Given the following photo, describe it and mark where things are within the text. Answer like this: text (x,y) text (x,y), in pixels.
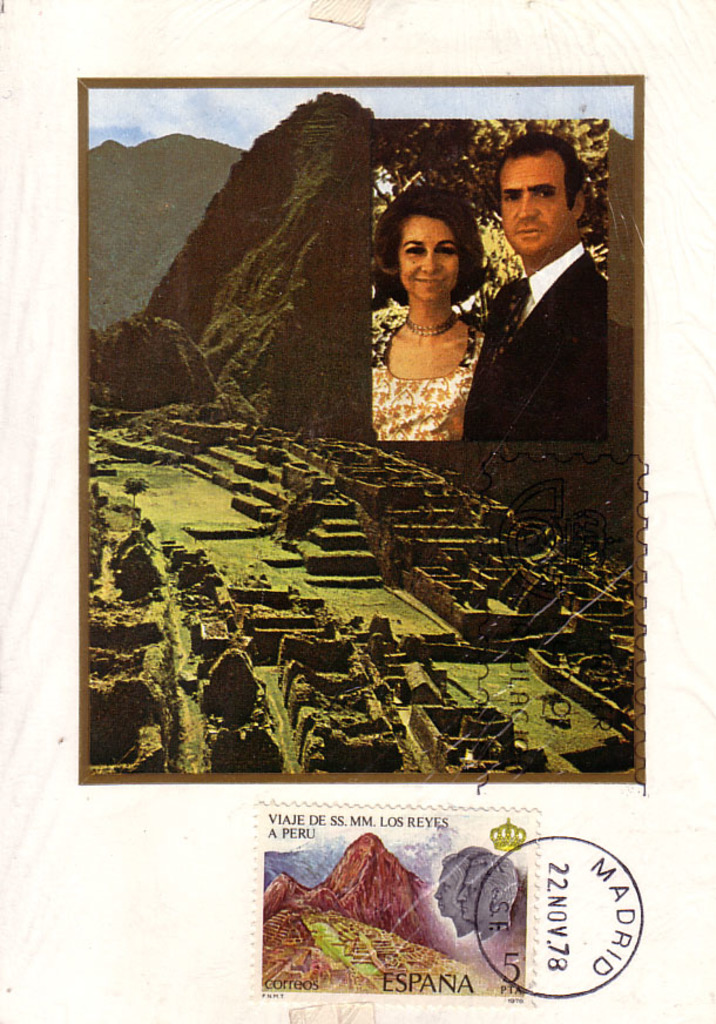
In this image I can see the collage image and I can see the two people (491,395), mountains (261,222), walls (269,496), ground (458,670), sky (229,140) and the postal-stamp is attached to the cream color surface (582,888).
